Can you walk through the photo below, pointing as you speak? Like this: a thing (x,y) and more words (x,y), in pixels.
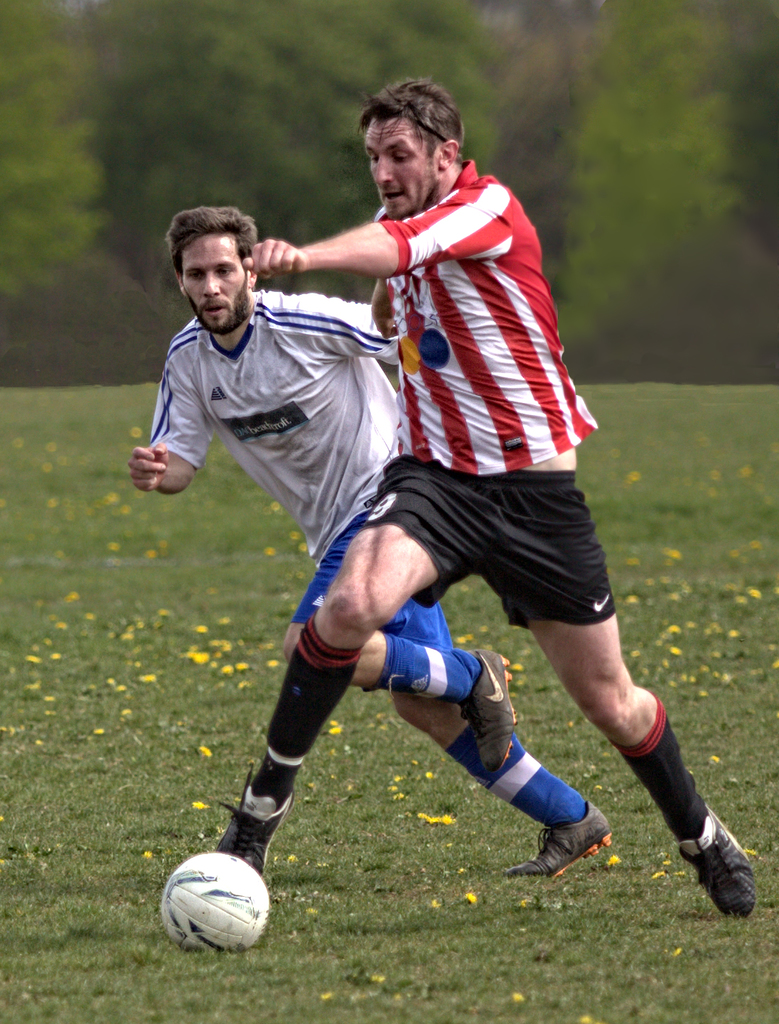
This is a picture taken in the outdoor, there are two men (356,414) who are playing on the ground (453,920) the man (457,386) in red and white stripes t shirt (478,344) was kicking a ball (207,902). The ball (207,907) is in white color. Background of this people (325,385) is a tree (232,124).
